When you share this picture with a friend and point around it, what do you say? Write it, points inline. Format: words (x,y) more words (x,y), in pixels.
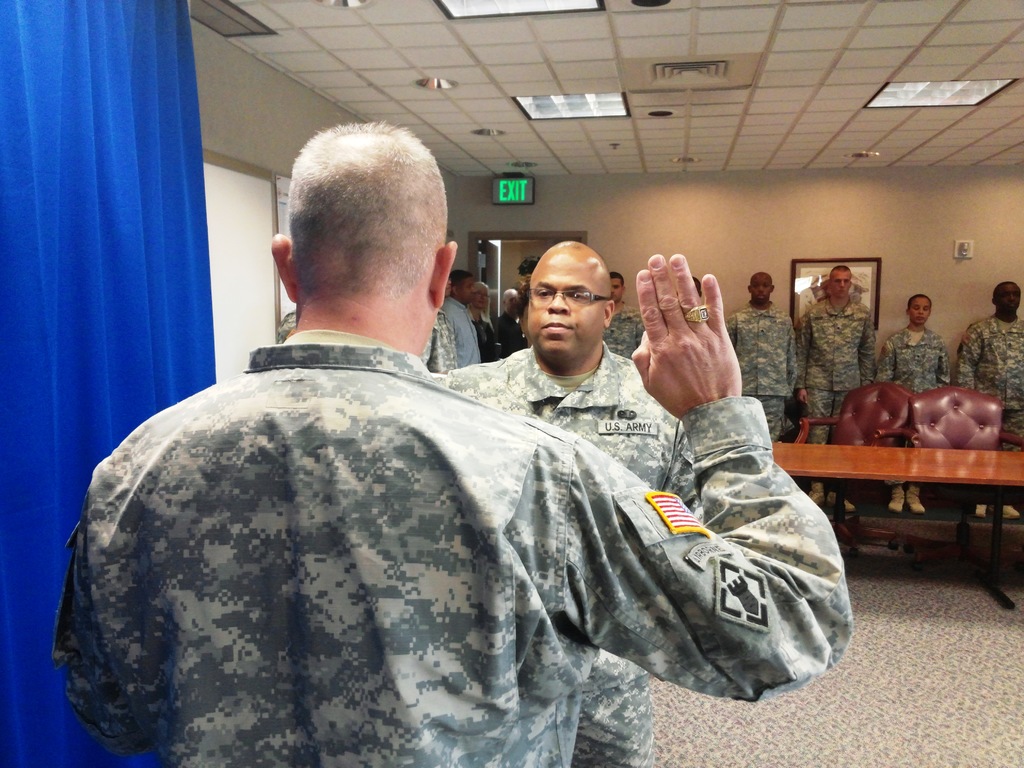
In the center (400,445) we can see group of persons (390,448) were standing. And we can see curtain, table (926,465), chair (928,411). Coming to the background (721,230) we can see wall (724,246).
